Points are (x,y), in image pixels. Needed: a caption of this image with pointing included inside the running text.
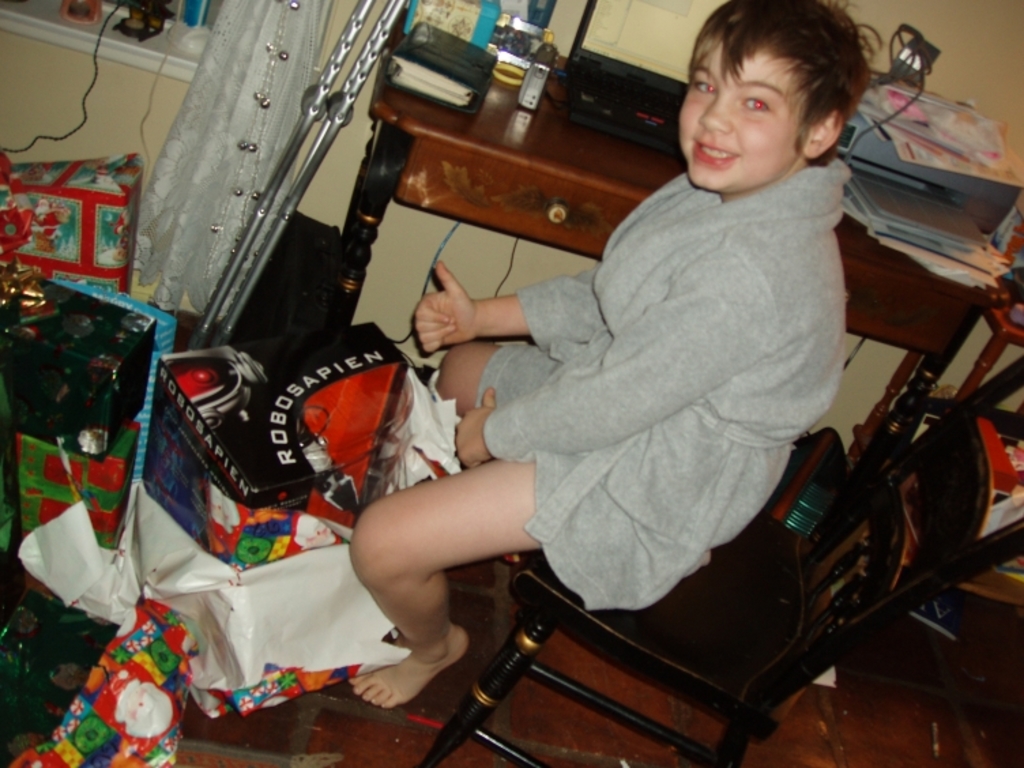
In this picture I can see a boy (590,470) is sitting on the chair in the middle (657,507), there is a table (612,157) beside of him. On the left side (227,230) I can see few things (246,484).
